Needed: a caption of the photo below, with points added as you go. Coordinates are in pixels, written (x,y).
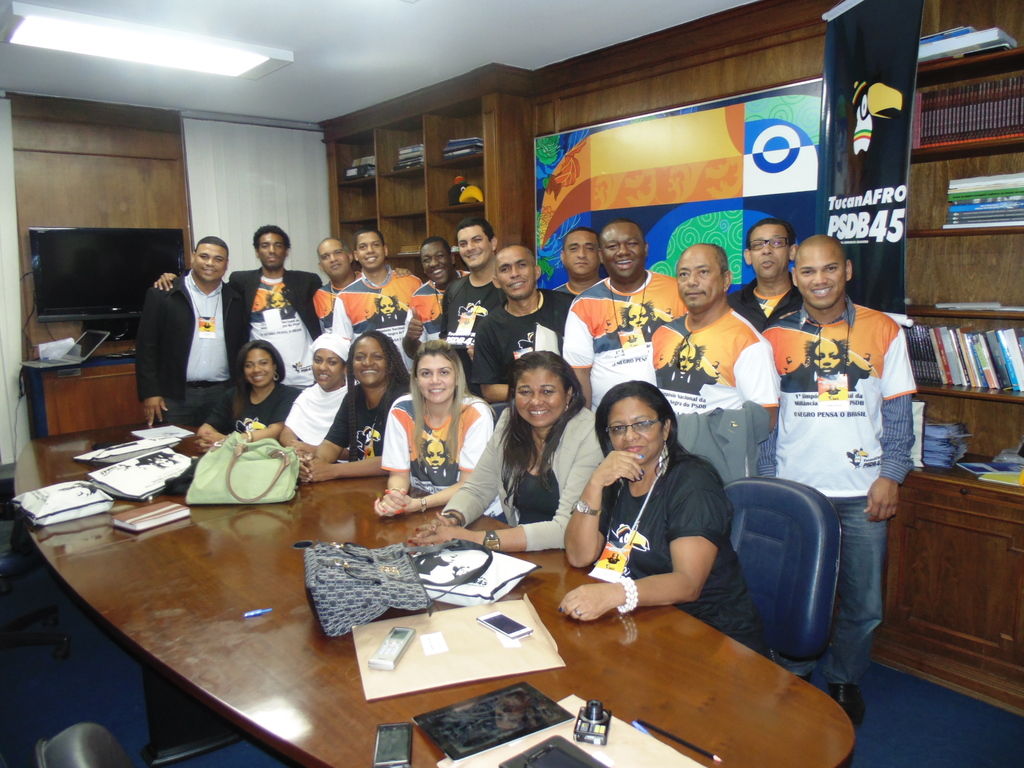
There are few people (284,284) standing and smiling and six women (438,426) sitting on the chairs (754,531) and smiling. This is the table (208,590) with two handbags (219,484), books (161,517), papers (496,655), mobile phones (510,628), files (482,656) and few things (590,727). This is a television (68,258) attached to the wall (75,210). This looks like a poster (709,147) attached to the wall (738,84). This is a banner (879,181) hanging. These are the books (981,127) placed in the bookshelf (988,230). These are the racks (440,148) with few objects (451,154) in it. This is the ceiling light (261,49) attached to the rooftop (292,21).
